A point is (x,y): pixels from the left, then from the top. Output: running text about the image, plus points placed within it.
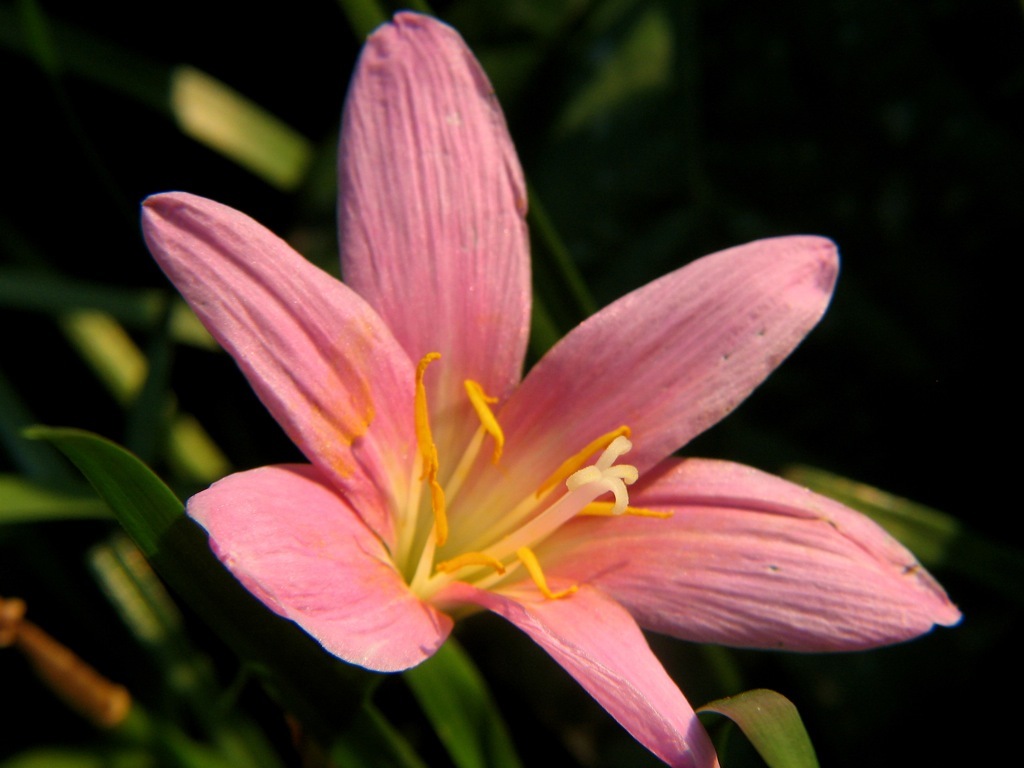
In this image there is a plant (491,480) with the pink flower (542,430) on it.
